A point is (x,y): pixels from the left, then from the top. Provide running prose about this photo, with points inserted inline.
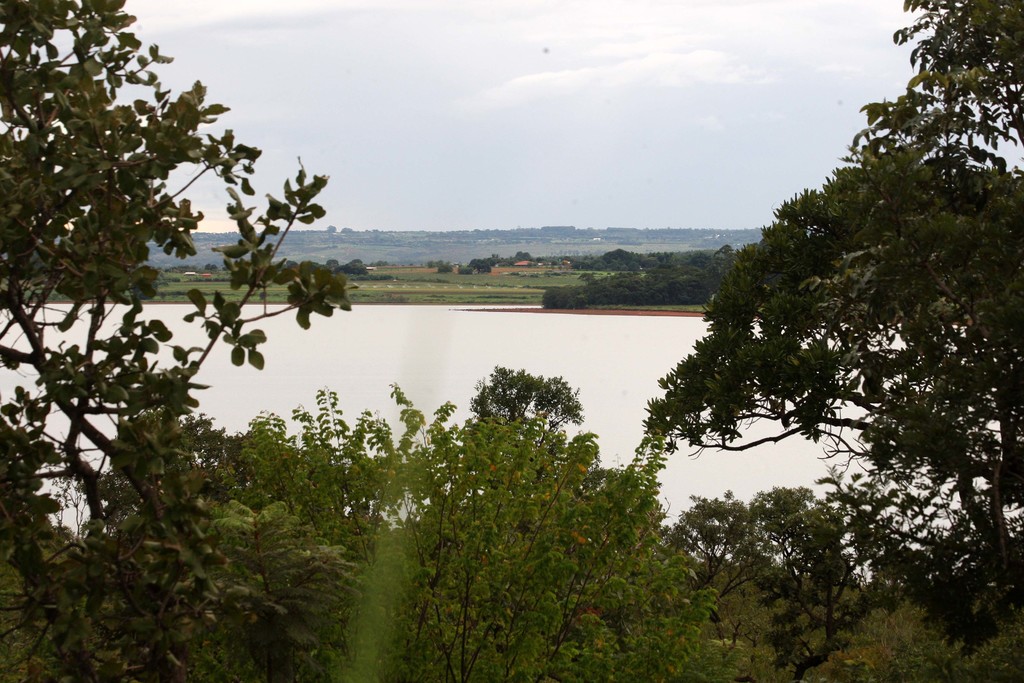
At the bottom of this image (682,558), there are trees (851,215) and plants (435,609) on the ground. In the background (347,346), there is water (347,337), there are trees (600,232), plants (572,268) and there are clouds (682,102) in the sky (722,102).
